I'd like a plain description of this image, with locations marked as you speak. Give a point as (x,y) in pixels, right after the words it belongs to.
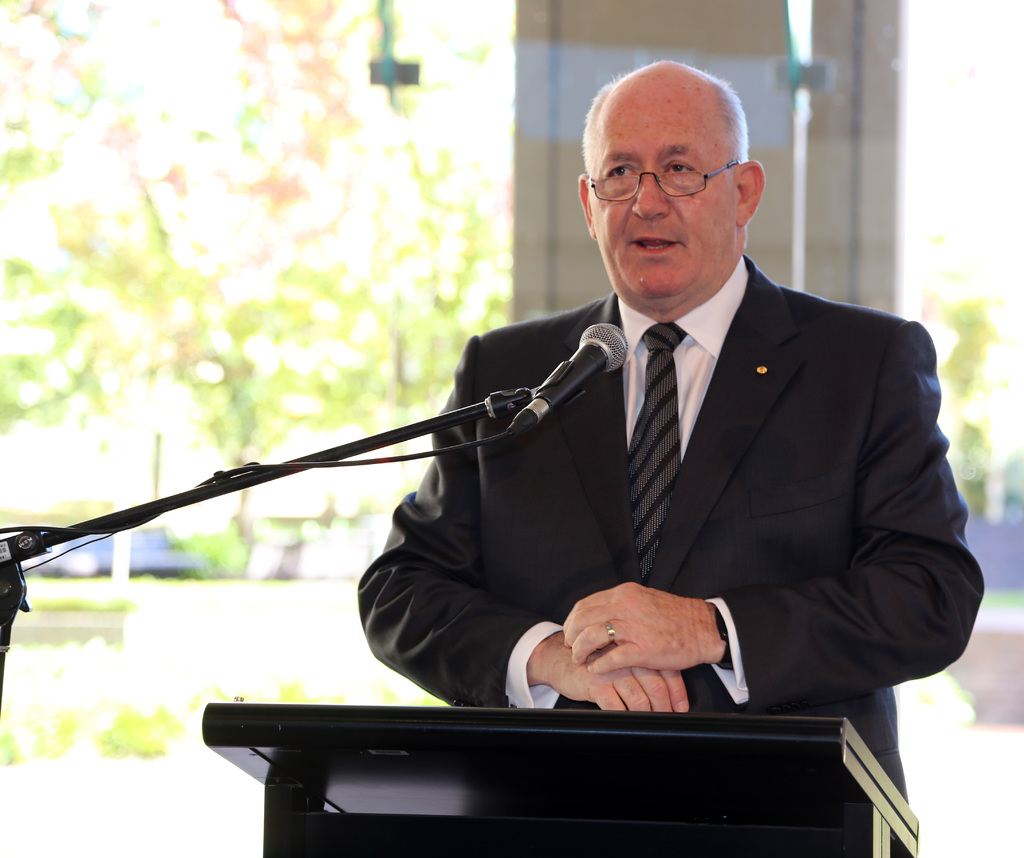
There is a person (519,440) wearing specs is standing and talking. In front of him there is a podium (493,735), mic (547,399) and mic stand (488,400). In the background (270,150) it is blurred.
